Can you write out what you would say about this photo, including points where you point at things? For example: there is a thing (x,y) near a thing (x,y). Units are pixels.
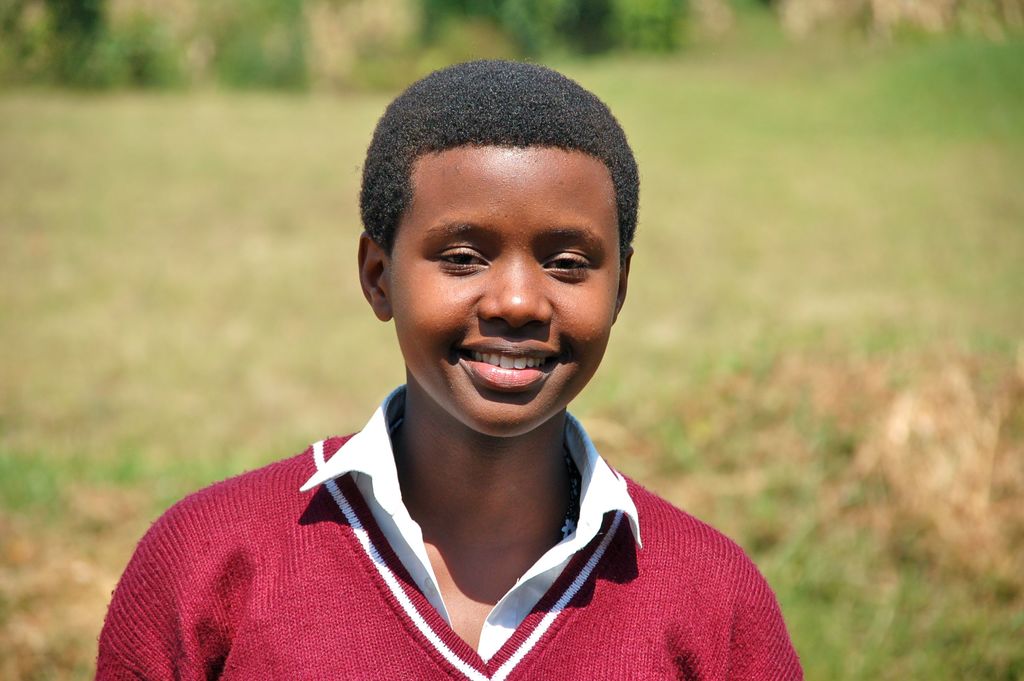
In this image I can see the person (406,580) with white and maroon color dress (324,573). And the person (519,399) is smiling. In the background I can see the trees (487,23) and it is blurry.
